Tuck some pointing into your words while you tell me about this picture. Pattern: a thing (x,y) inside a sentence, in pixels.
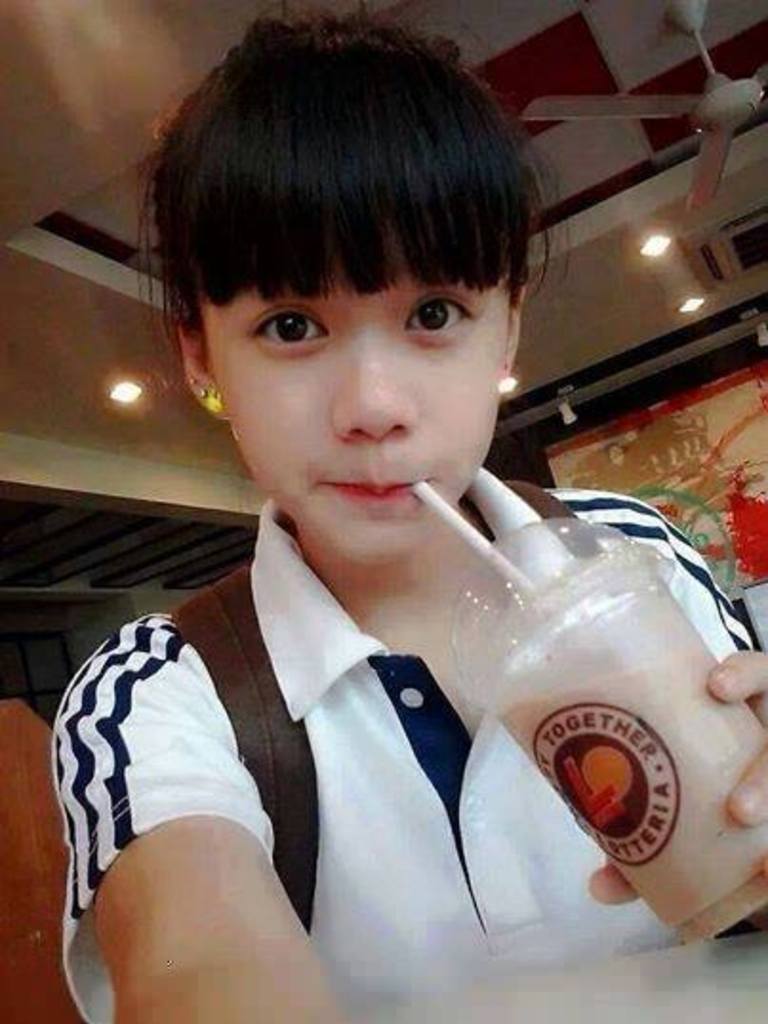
In the picture I can see one girl (297,537) is sitting and holding the object (563,598). At the top of the image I can see the fan (698,108) and lights (762,336).
